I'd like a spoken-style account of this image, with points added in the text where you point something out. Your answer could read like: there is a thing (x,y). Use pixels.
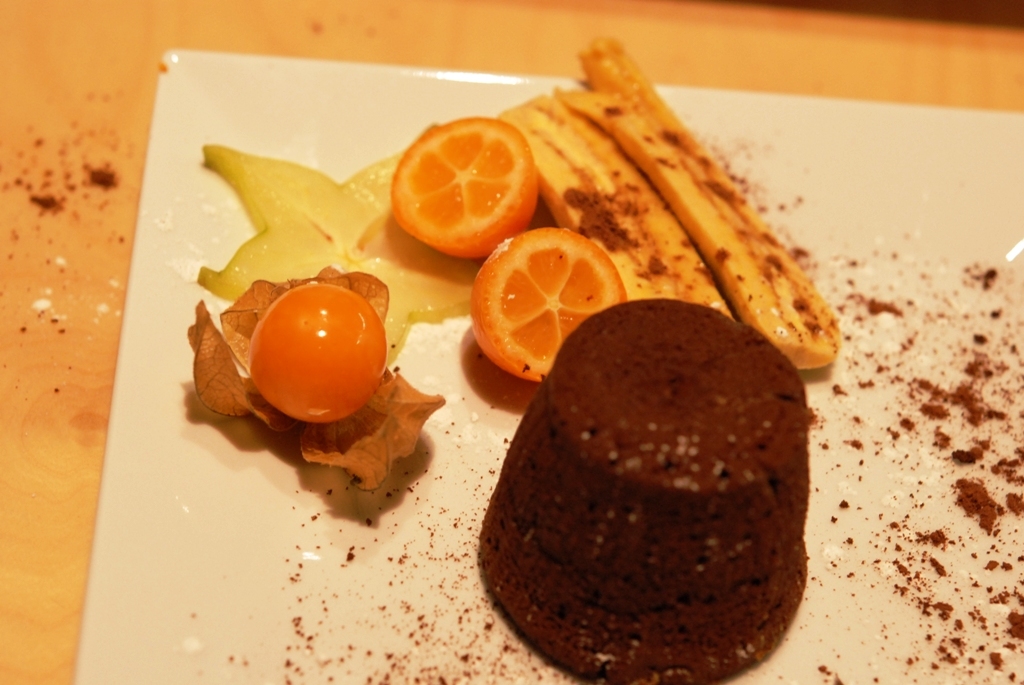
in this image we can see a serving plate (443,416) which consists of a cake (644,462), fruits (458,222), leaf (262,401) and a powder (965,492) that is sprinkled.
